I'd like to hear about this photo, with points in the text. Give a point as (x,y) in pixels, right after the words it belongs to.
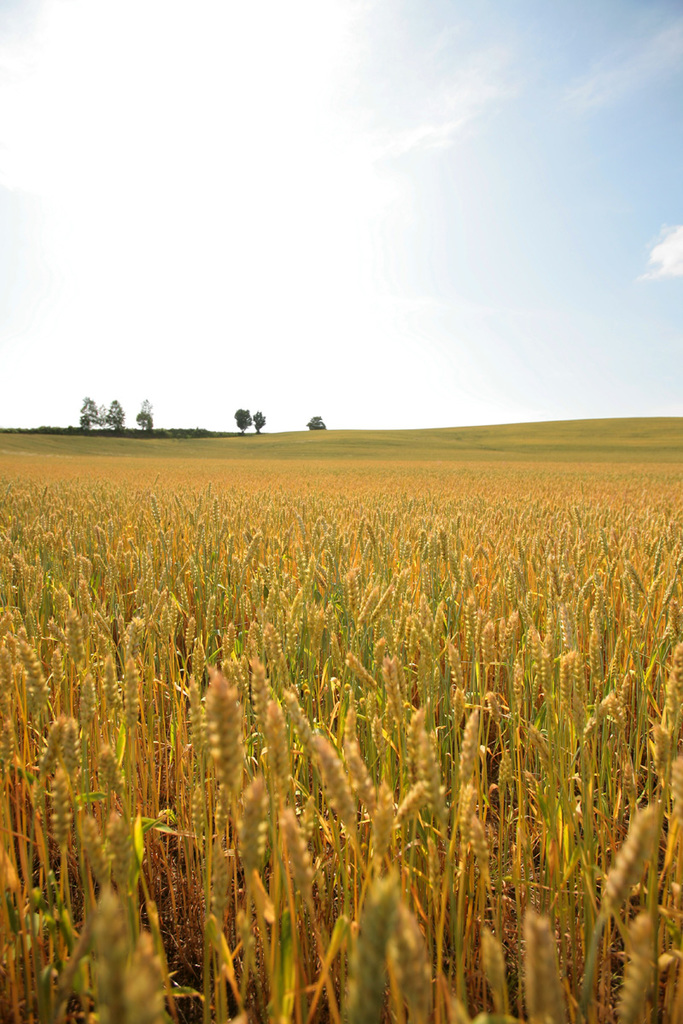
In this image we can see farmlands (291,746) of wheat grains (240,681) and in the background of the image (67,420) there are some trees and clear sky (305,183).
